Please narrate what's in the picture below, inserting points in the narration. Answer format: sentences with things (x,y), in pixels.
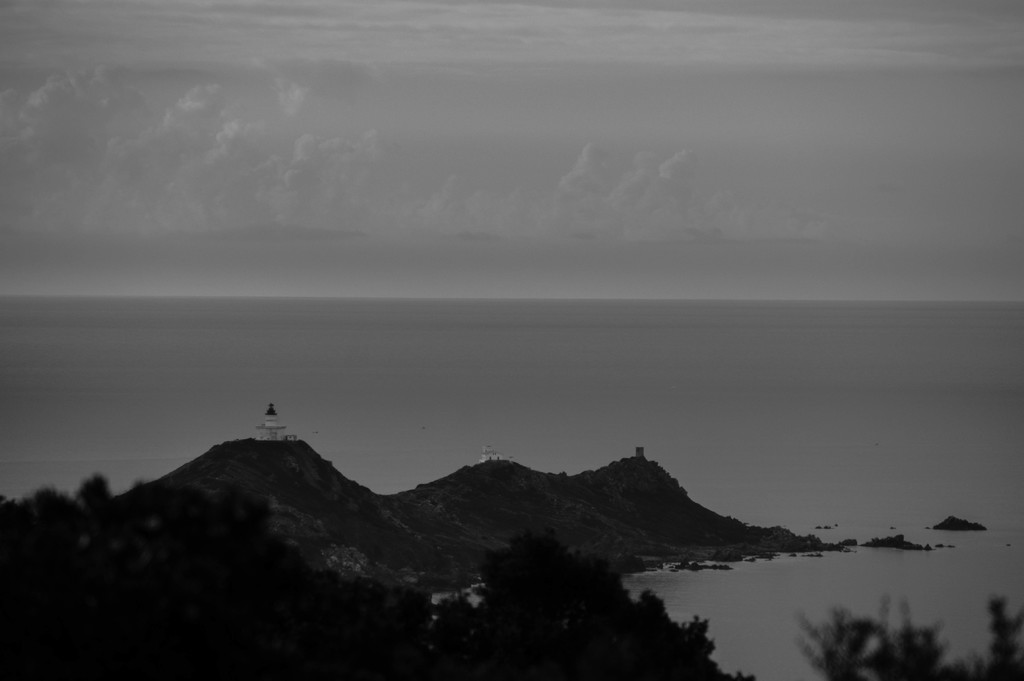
In this picture we can see water (707,414), mountains (655,483), trees (540,618) and in the background (96,256) we can see the sky (694,163) with clouds (196,168).
